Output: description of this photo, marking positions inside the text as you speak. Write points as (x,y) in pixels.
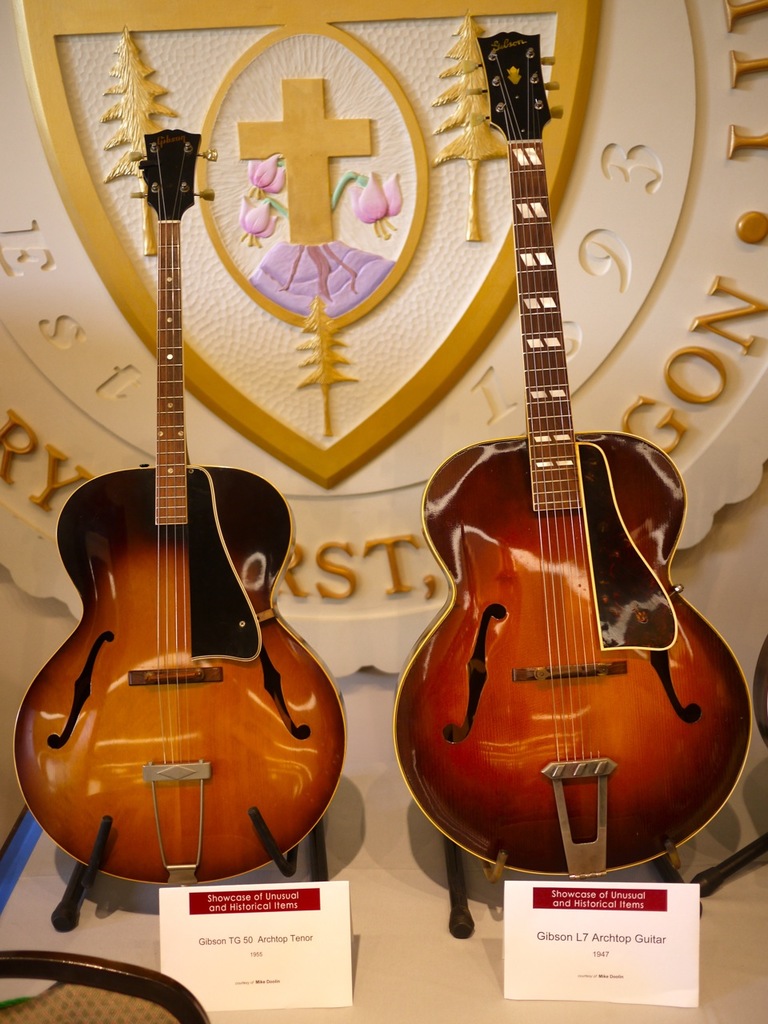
In this picture, There are two music instruments (497,652) which are in yellow color, They are kept on the table (424,956) of white color, In the background (640,215) there is a wall (690,185) which is in white and yellow color.
